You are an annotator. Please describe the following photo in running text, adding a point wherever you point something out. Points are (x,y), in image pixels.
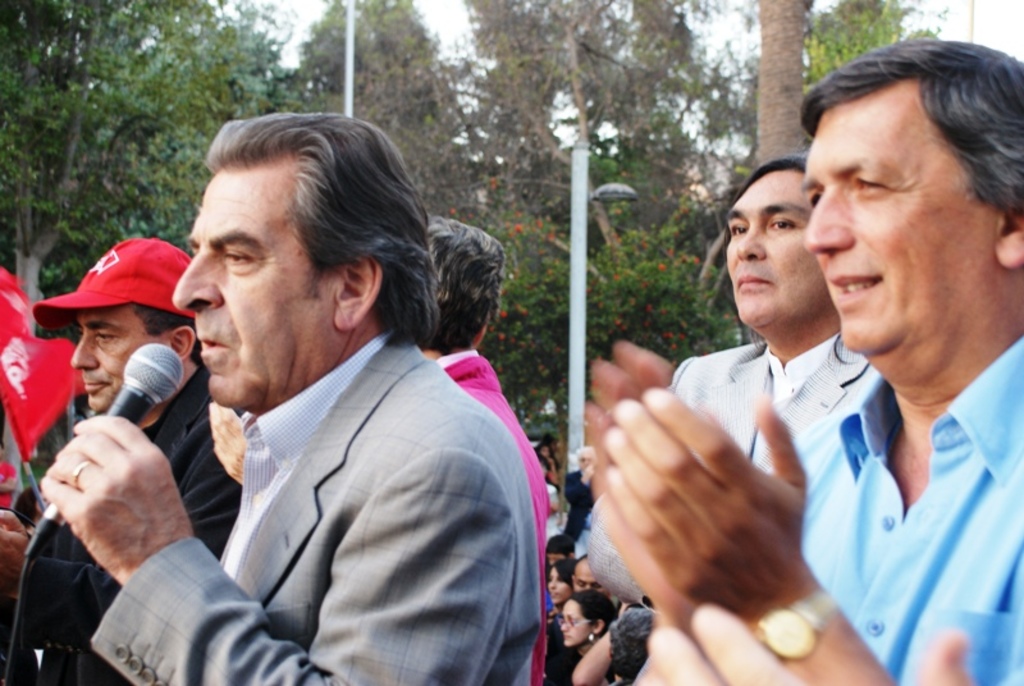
This is a picture taken in the outdoor, the man (379,506) in grey blazer (344,537) was holding a microphone (132,395) and explaining something. Behind the man (428,504) there are group of persons (465,275) are standing. Background of this people (577,511) is a pole (577,288) and trees (610,256).
